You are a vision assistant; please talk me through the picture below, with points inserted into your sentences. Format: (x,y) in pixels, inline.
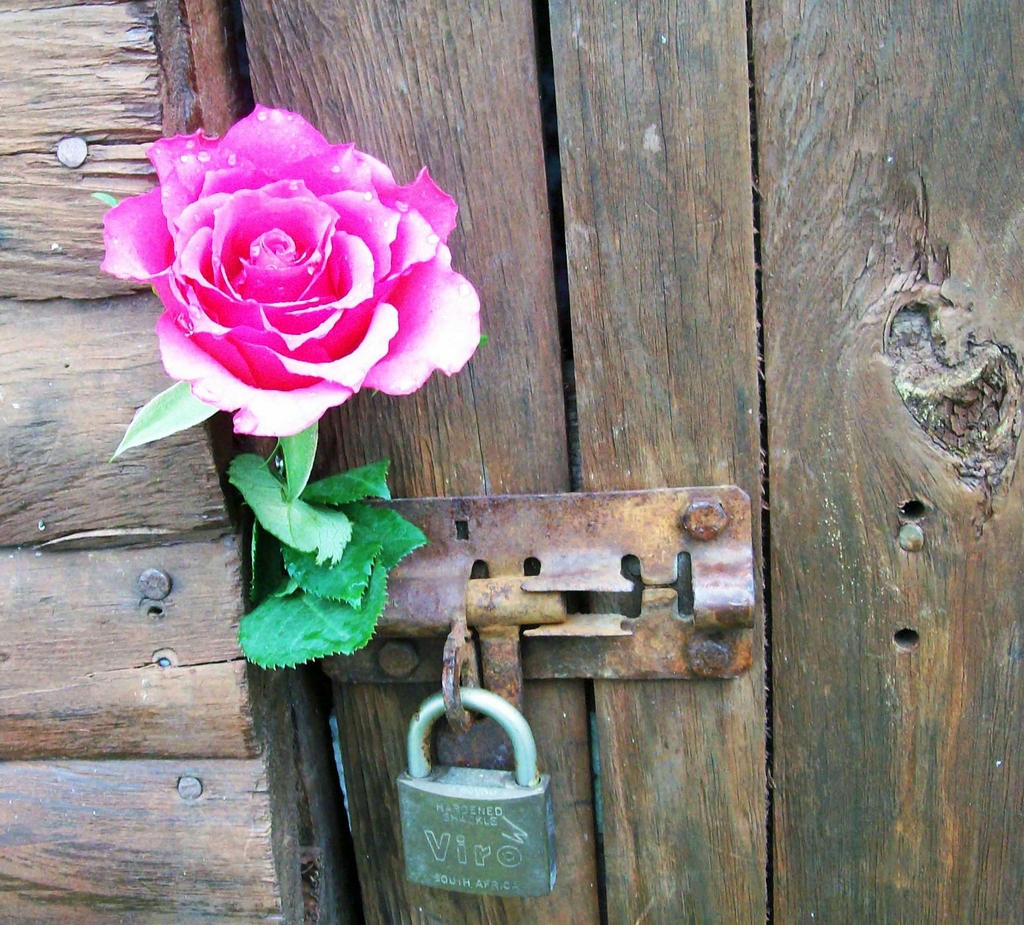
In this image, we can see a wooden door (789,324), the door (831,318) is locked, we can see a pink flower (195,275).
